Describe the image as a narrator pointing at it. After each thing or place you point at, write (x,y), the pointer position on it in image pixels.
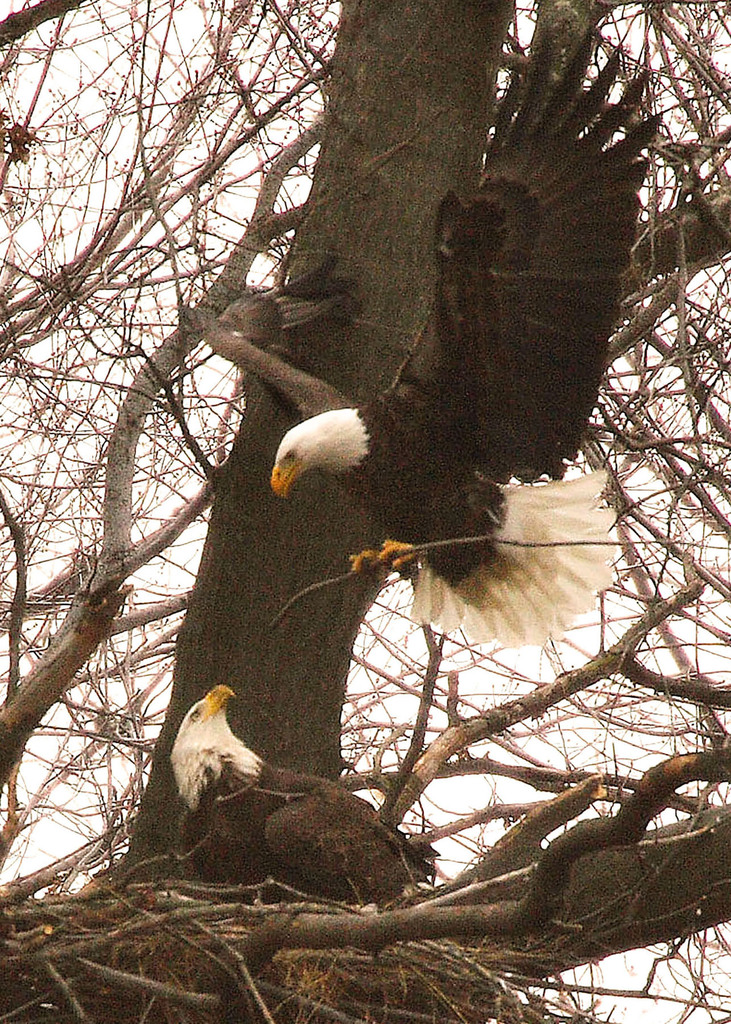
In this image I can see the birds (443,587) which are in white and black color. In the back (300,223) I can see the dried trees (264,143) and the sky (329,46).
